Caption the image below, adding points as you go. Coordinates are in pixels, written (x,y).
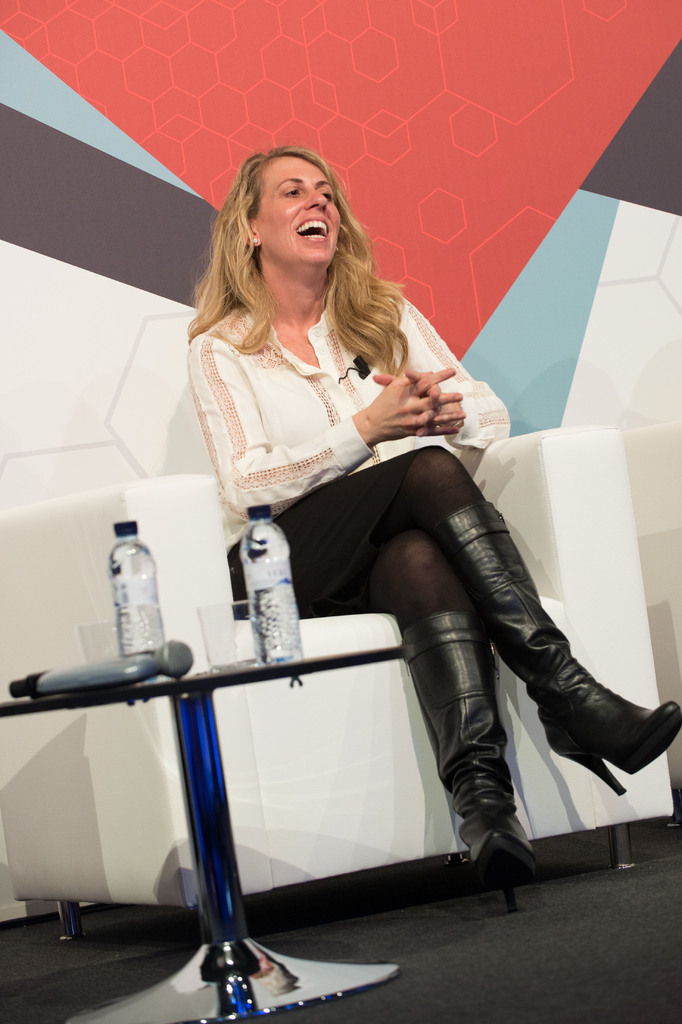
In this picture there is a woman (422,649) sitting and laughing. There are bottles (250,517) and glasses (231,632) and microphone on the table (293,990). At the back (37,153) there is a board (601,85). At the bottom (553,955) there is a mat (556,946).
